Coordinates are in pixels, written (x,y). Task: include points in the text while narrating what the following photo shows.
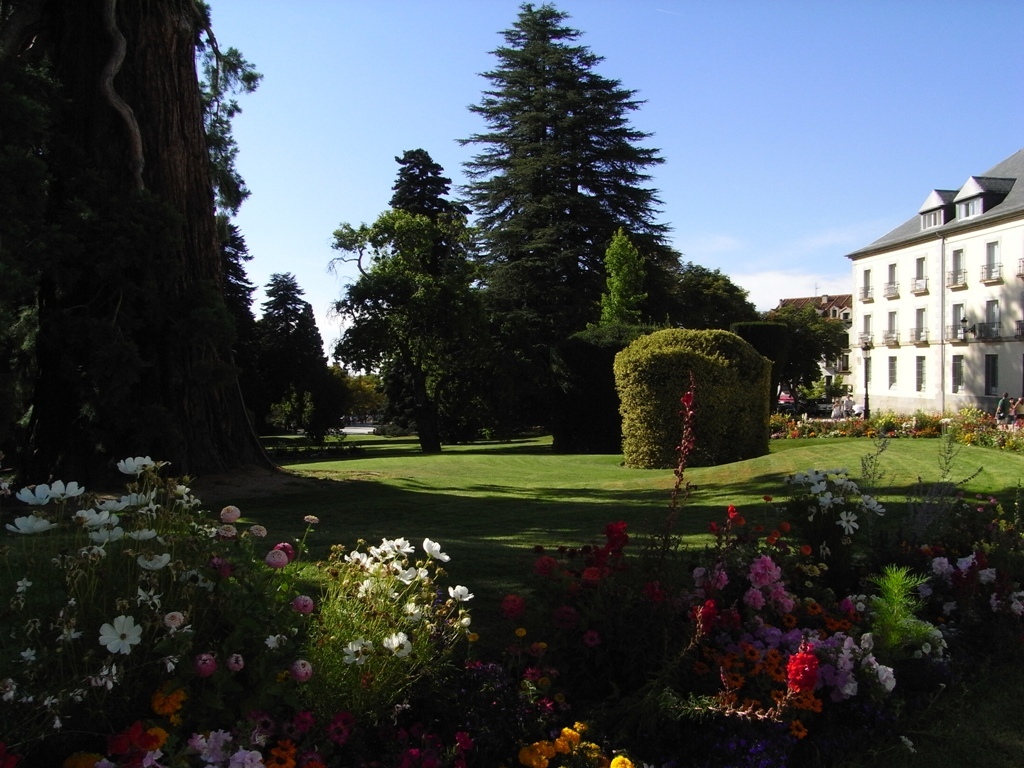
In this image there are buildings (893,367), garden plants (443,673), trees (591,262), flowers (524,670), grass (675,480) and the sky (289,173).
